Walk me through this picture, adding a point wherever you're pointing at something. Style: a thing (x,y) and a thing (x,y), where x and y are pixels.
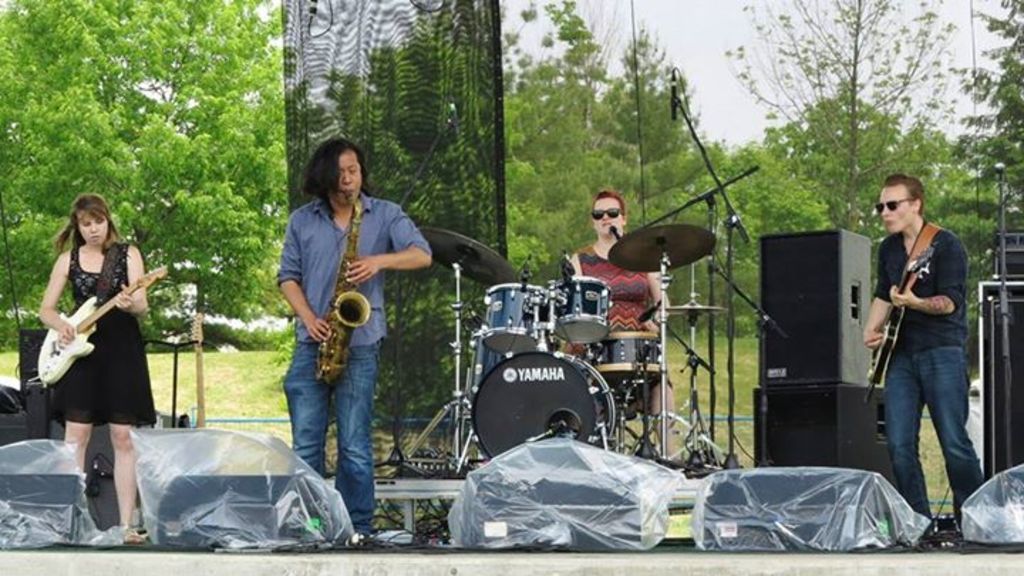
In this image there are four people (304,310) playing a musical instruments (531,314). At the back side (553,149) there are trees (568,122).
